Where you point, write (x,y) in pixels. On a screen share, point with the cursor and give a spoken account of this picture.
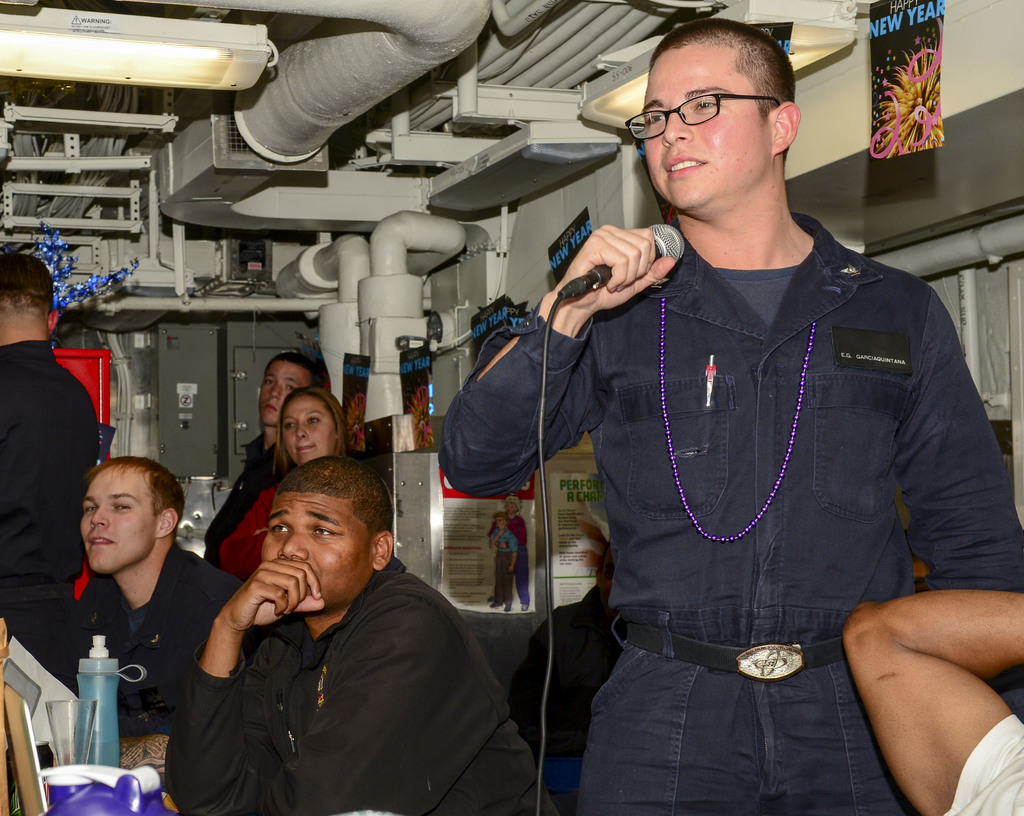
In this picture we can see man (639,587) holding mic (666,241) in his hand (628,260) and talking and beside to him some persons (309,383) are standing and some are sitting and in front of them there is bottle (80,669), glass (76,708), cloth (41,714) and in background (199,300) we can see pipes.
